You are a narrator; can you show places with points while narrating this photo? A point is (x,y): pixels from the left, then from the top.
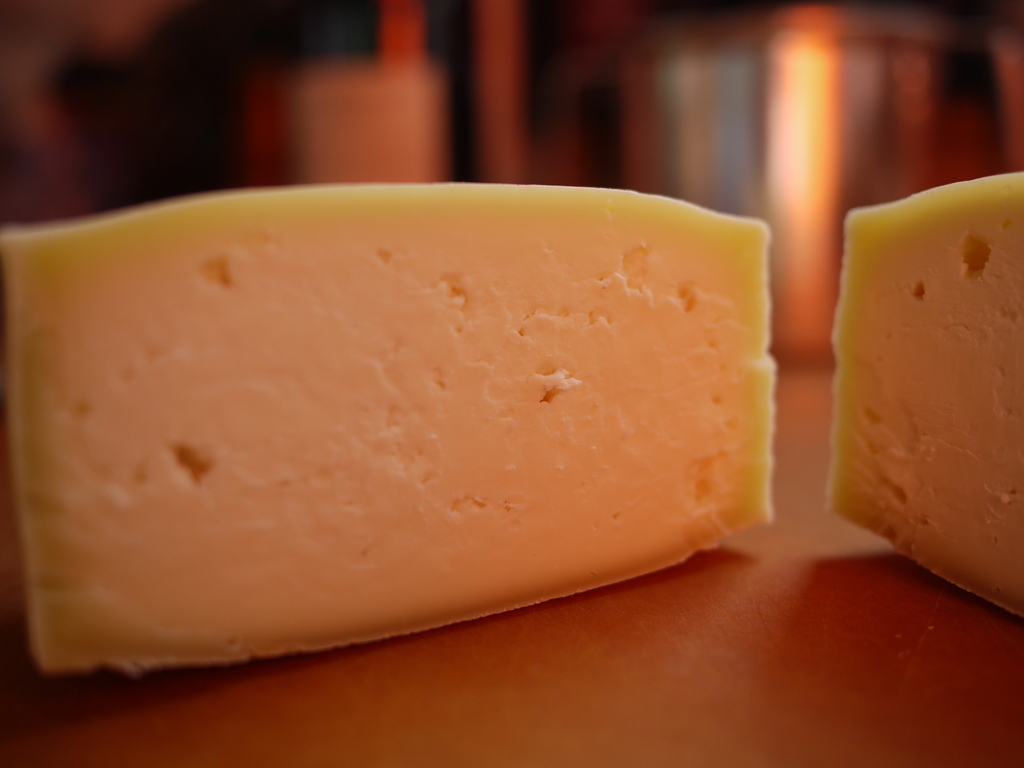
In this picture we can see food (633,545) on the wooden platform (665,576). In the background of the image (800,65) it is blurry.
